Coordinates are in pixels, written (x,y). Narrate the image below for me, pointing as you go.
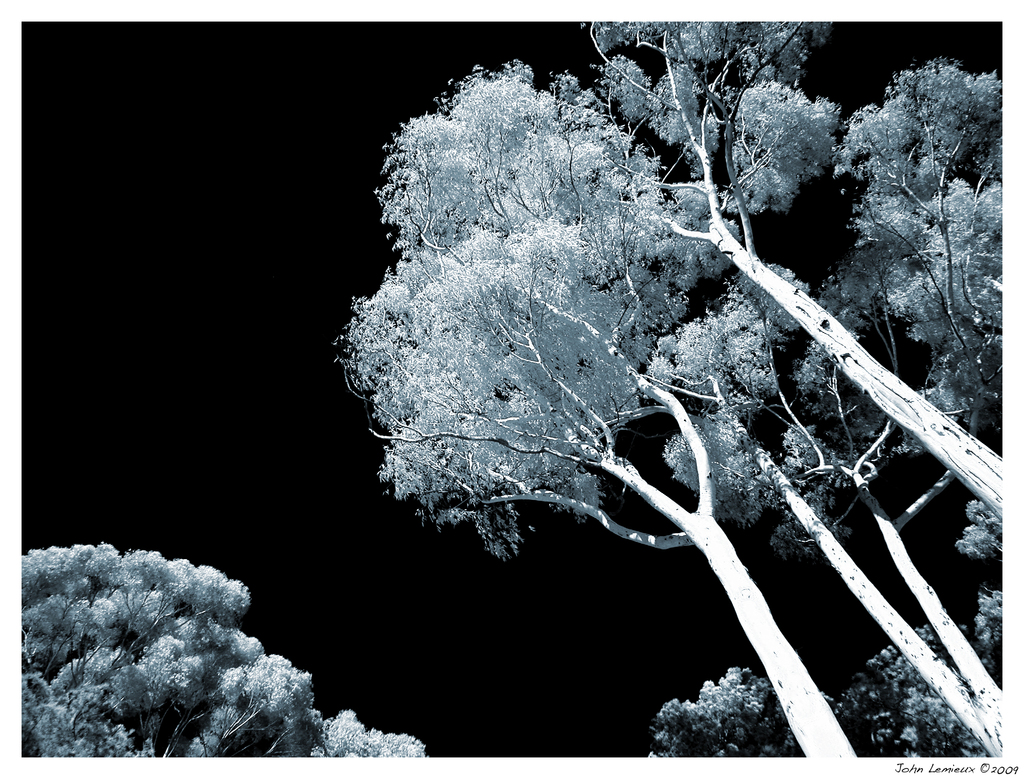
In this picture I can see few trees (759,494), looks like this picture is taken in the dark.
